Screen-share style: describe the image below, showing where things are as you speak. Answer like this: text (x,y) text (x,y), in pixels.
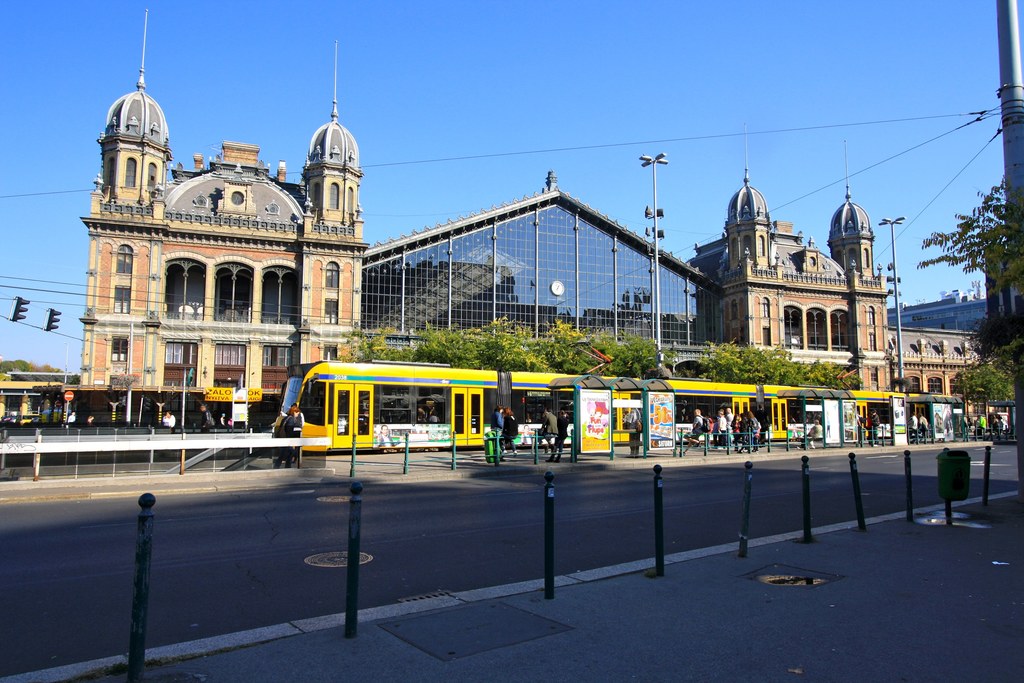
In the picture we can see a road (829,470) near it, we can see a part of the path (927,654) and some poles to it and behind the road (75,604) we can see a train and near it, we can see some people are standing behind the train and we can see some plants (986,262) and behind it, we can see two historical buildings (258,343) between it, we can see a wall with glasses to it and a clock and near to it we can see the poles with lights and in the background (391,226) we can see the sky (407,218).
